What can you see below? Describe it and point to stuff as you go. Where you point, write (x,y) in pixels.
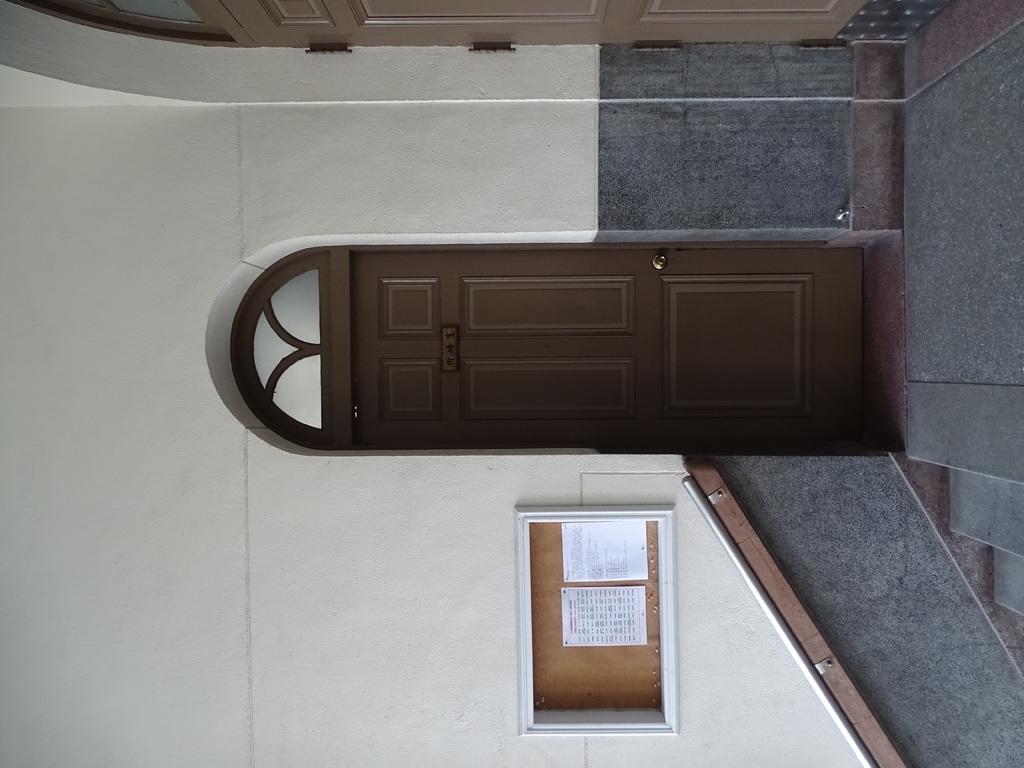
In this image in the center (499,348) there is a door (520,316), and on the right side of the image (984,497) there are stairs (983,473), floor (965,397). At the bottom (546,623) there is a board (630,659) and some papers (638,593) and there is a wall (168,199). And at the top of the image (309,37) there is another door (431,40).
